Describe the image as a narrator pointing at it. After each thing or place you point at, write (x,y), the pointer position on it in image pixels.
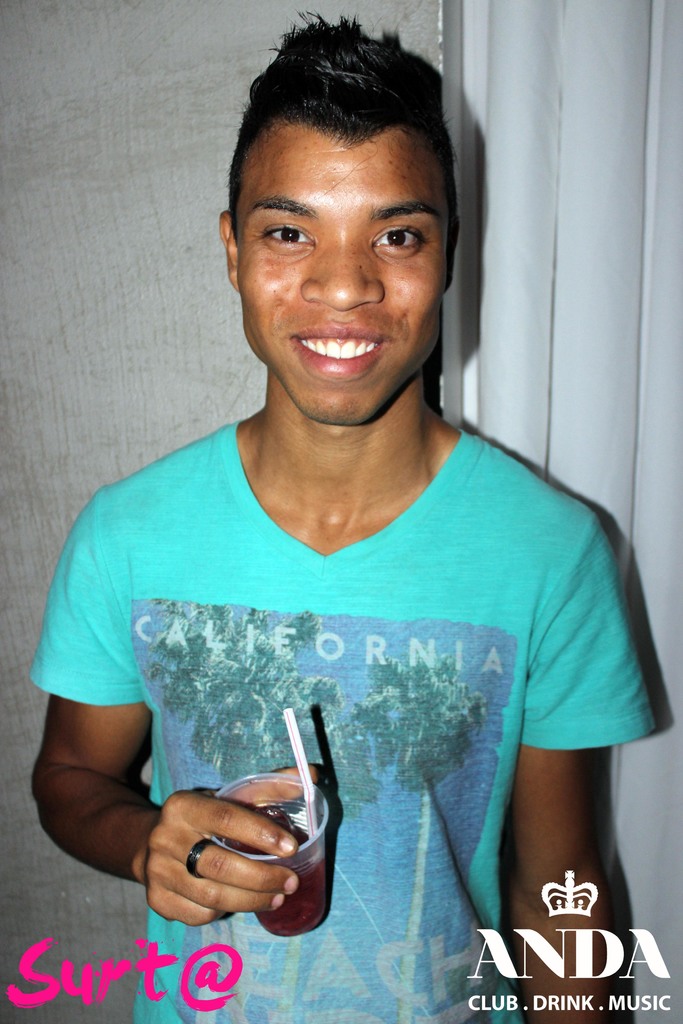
In the image we can see a man (304,478) in the middle of the image (312,469), the man (298,435) is wearing clothes (280,532), finger ring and he is smiling, he is holding a glass (263,805) in his hand (239,865) and in the glass (323,850) we can see liquid item (274,813) and the straw (305,798). Here we can see curtains (592,313), wall (157,382) and on the bottom right (520,944) and the bottom left (193,999) we can see the watermark (160,965).
